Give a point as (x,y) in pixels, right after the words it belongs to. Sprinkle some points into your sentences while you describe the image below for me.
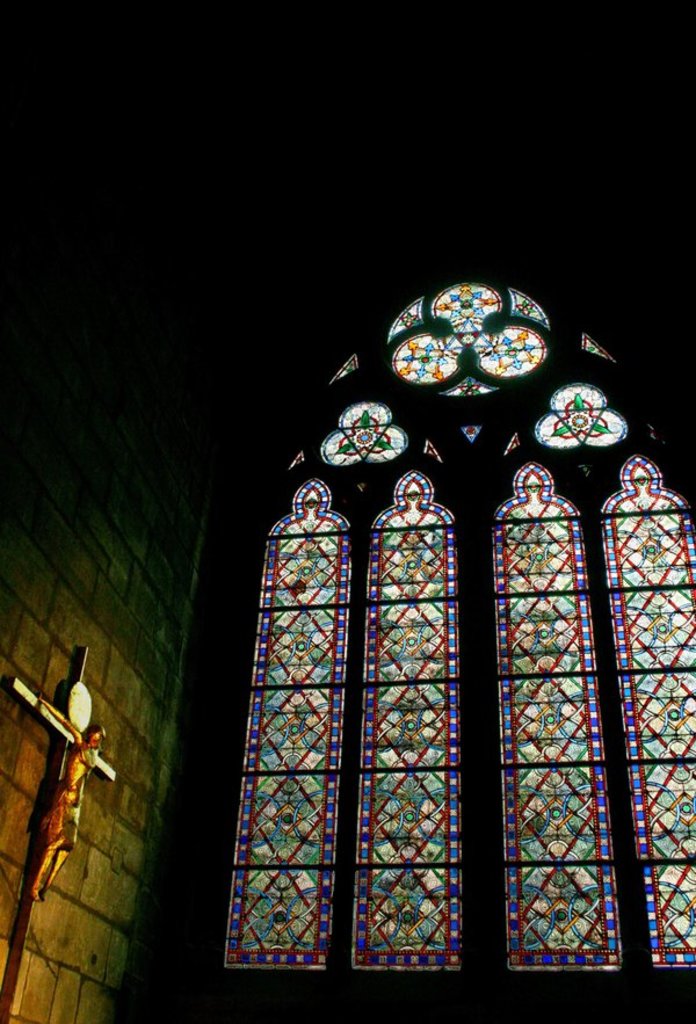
In this image there is a church (136,924) and there is a wall (104,709), for that wall (99,706) there are glass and there is a cross symbol (22,688) and a statue (70,799).
